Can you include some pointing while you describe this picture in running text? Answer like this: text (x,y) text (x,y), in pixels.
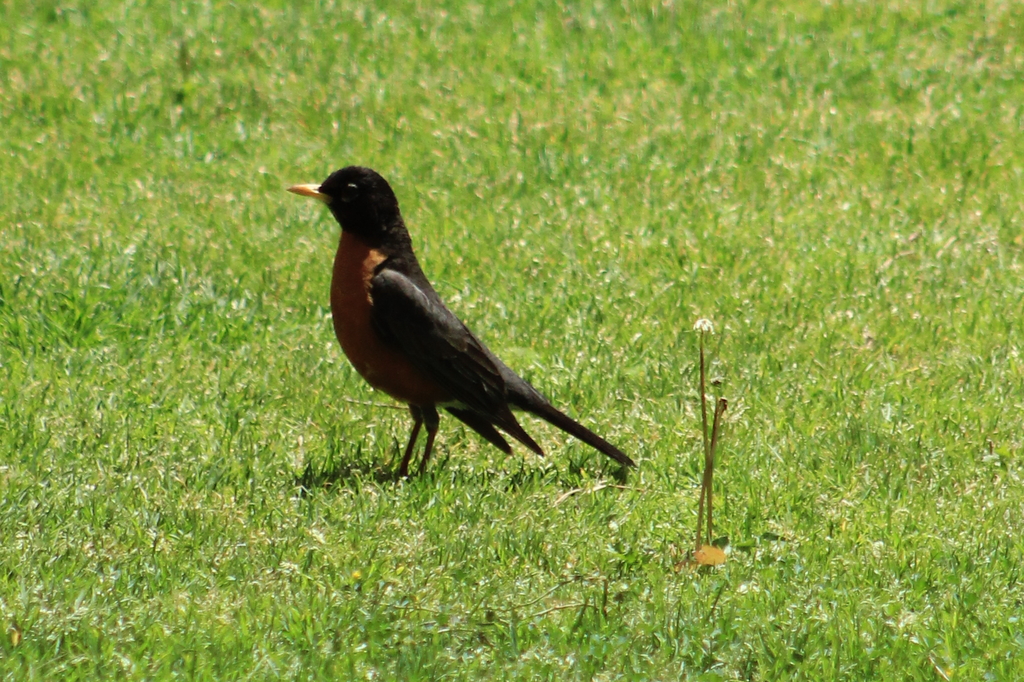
In this image we can see a bird (394,224) standing on the ground (348,480).
